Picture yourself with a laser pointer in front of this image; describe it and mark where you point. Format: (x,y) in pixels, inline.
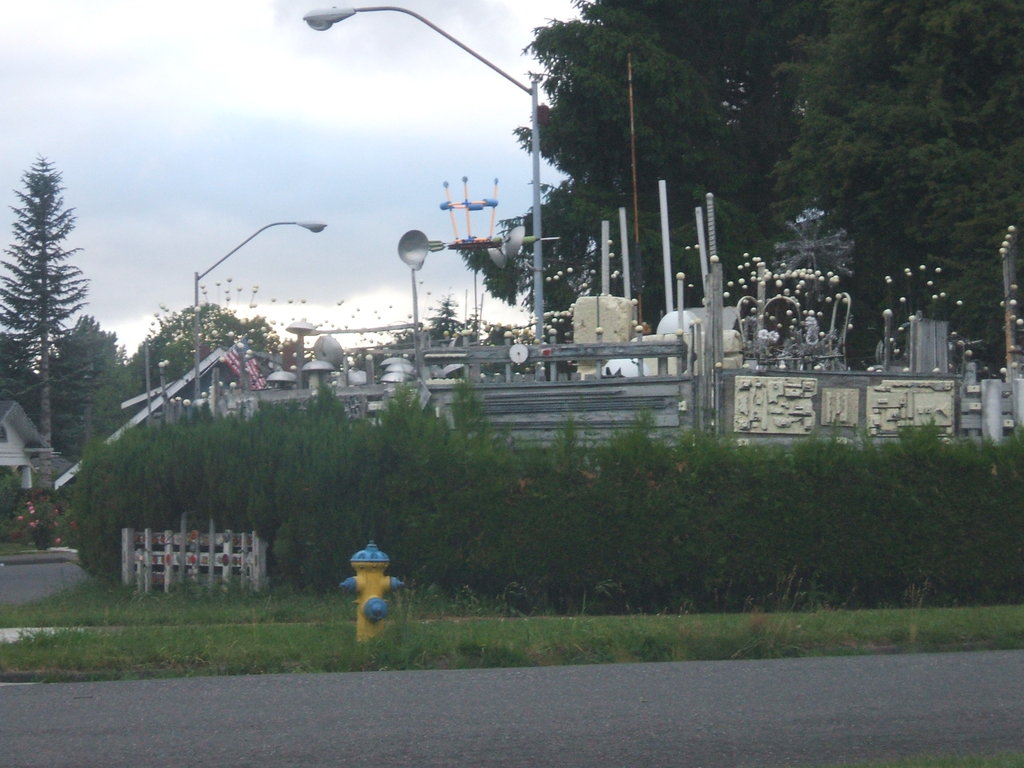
In this image we can see grassy land (918,624), fire hydrant (369,595), fence (228,544), plants (577,527), trees (71,365), street light (535,208), poles (634,235), flag (253,369) and some grey color thing (582,371). There is a road (568,706) at the bottom of the image (480,736). We can see a house (20,430) on the left side of the image (7,425). The sky (169,57) is covered with clouds (242,172) at the top of the image (235,147).
